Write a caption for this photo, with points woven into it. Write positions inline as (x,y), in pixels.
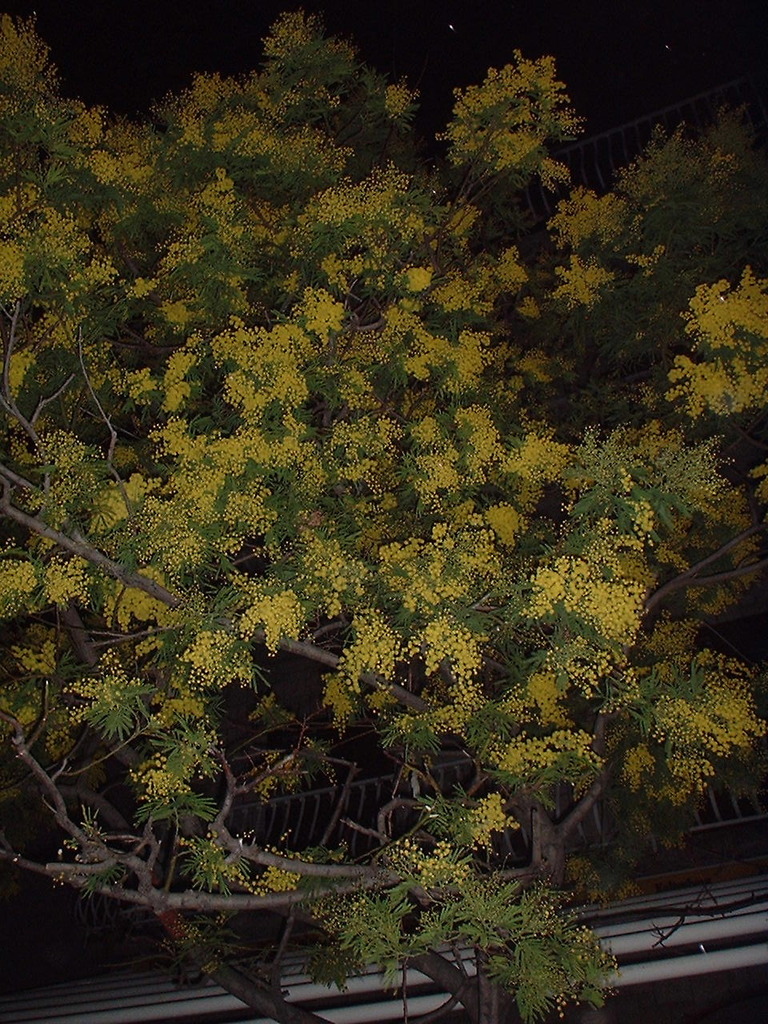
In this image I can see the yellow color flowers (470,707) to the tree (355,618). I can also see the railing (720,815) in the down. And there is a black background (272,10).
